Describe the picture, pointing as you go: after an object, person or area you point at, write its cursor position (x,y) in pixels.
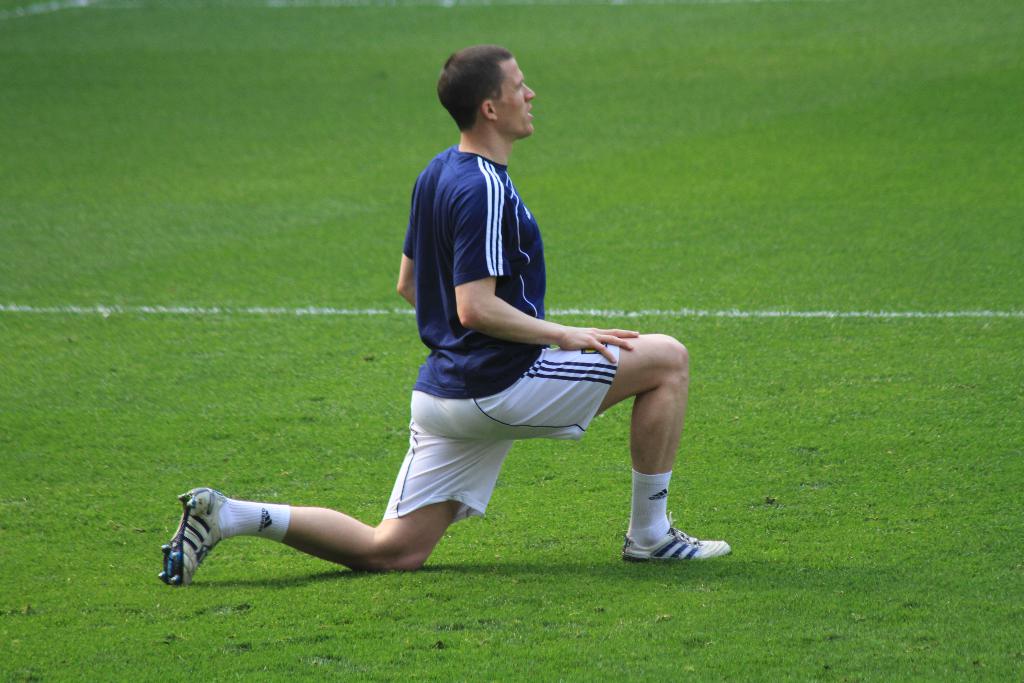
In this picture there is a person (500,341) with blue t-shirt (480,220) is on his knees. At the bottom (590,591) there is grass (664,589).
